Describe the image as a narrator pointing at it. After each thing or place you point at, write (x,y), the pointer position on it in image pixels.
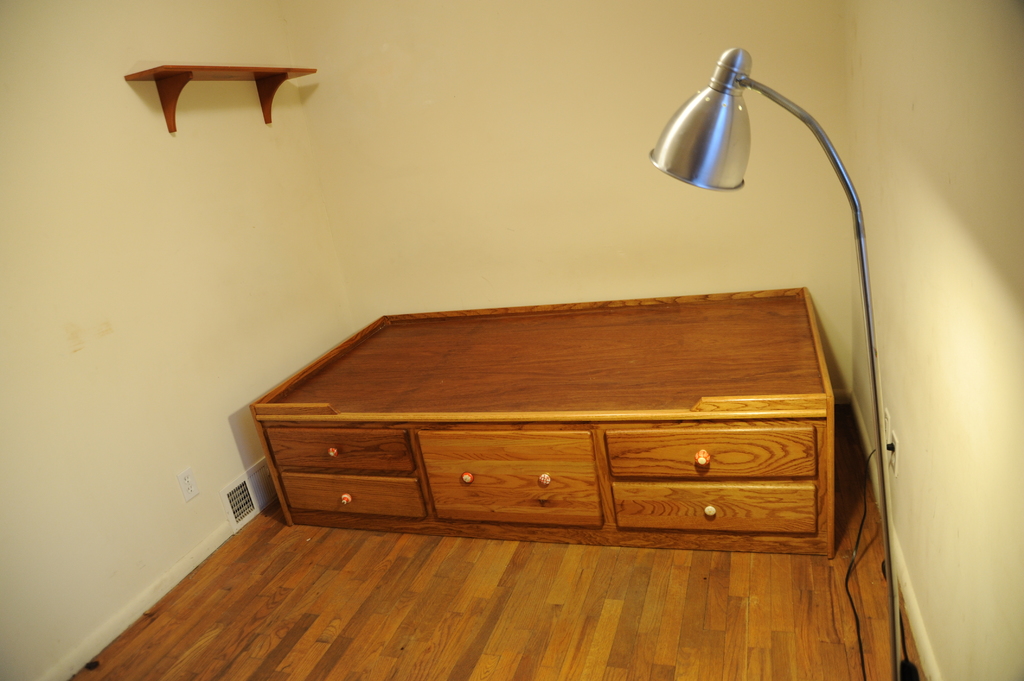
In this picture there is a bed (588,414), lamp (726,171), shelf (183,74).
